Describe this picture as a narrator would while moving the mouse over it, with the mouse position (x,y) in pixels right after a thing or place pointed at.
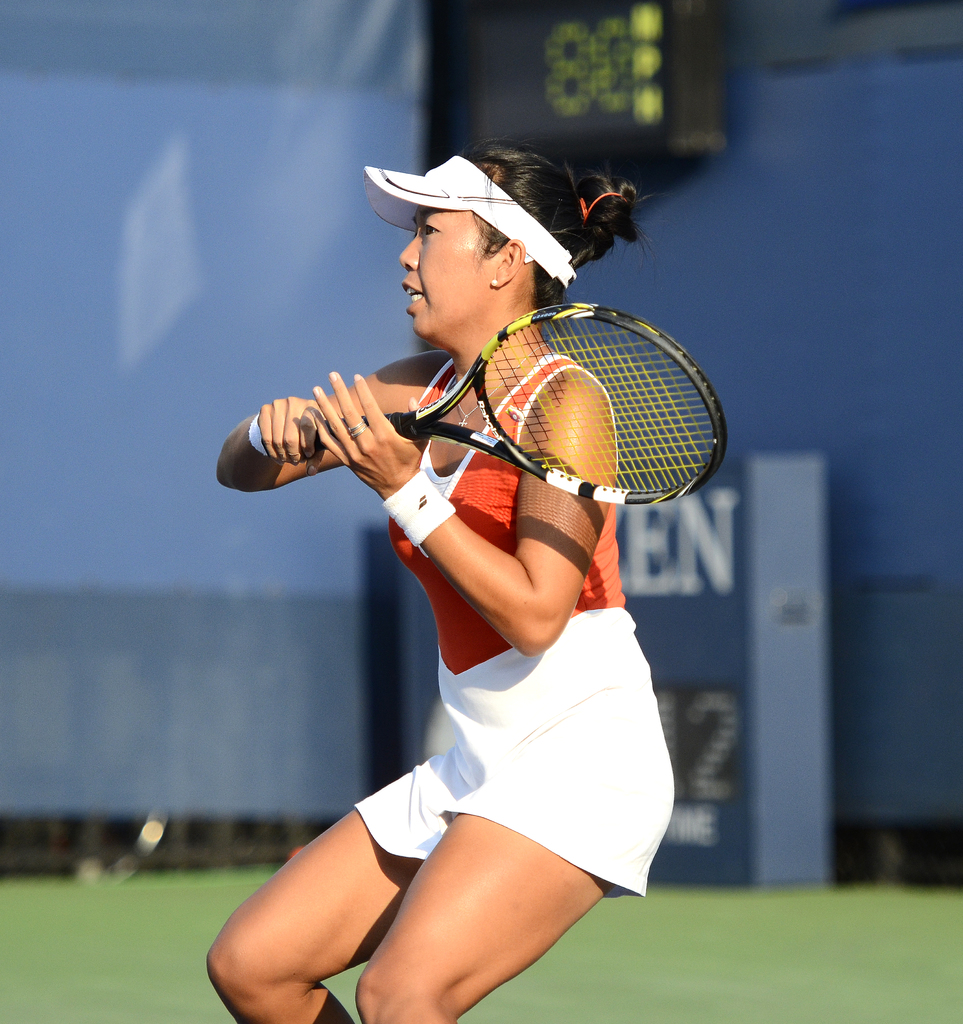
In this picture there is a woman (622,723). She is holding a racket (548,386) in her hand (368,416). It seems to be she is playing tennis. Behind her there is wall (893,220) and a digital display board (622,62).
